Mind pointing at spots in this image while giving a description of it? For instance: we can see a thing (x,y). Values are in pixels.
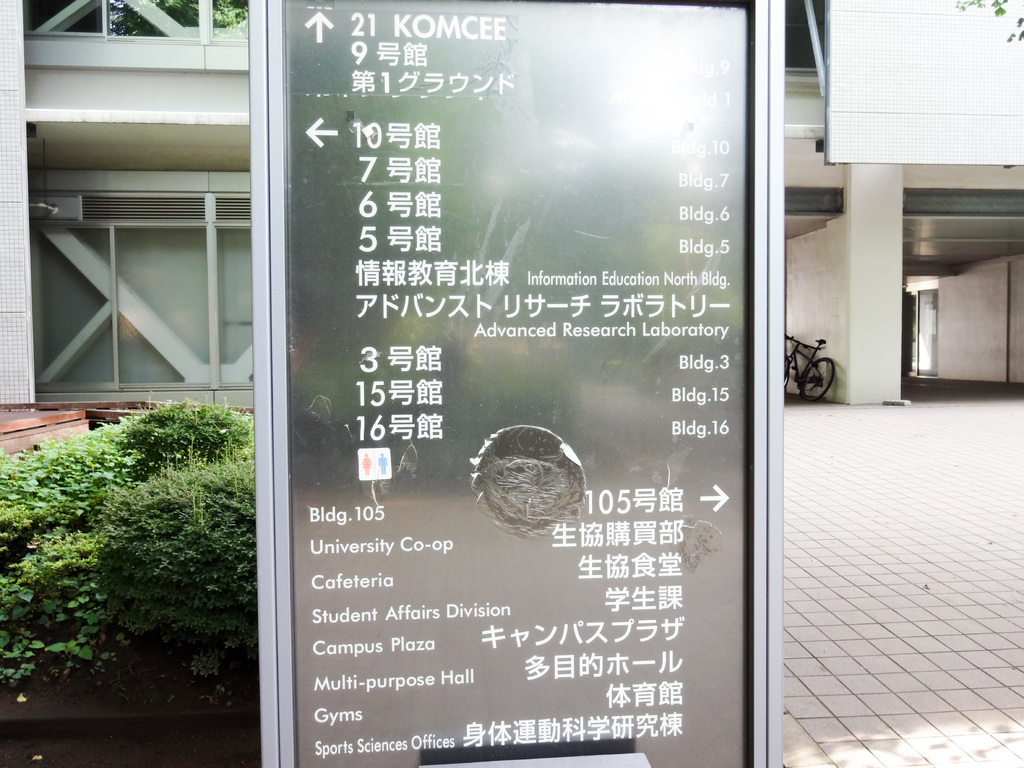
In the image in the center (667,428), we can see one sign board (667,428) and we can see something written on it. In the background (808,148) there is a building (851,310), wall (842,340), door (916,358), cycle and plants (4,515).
